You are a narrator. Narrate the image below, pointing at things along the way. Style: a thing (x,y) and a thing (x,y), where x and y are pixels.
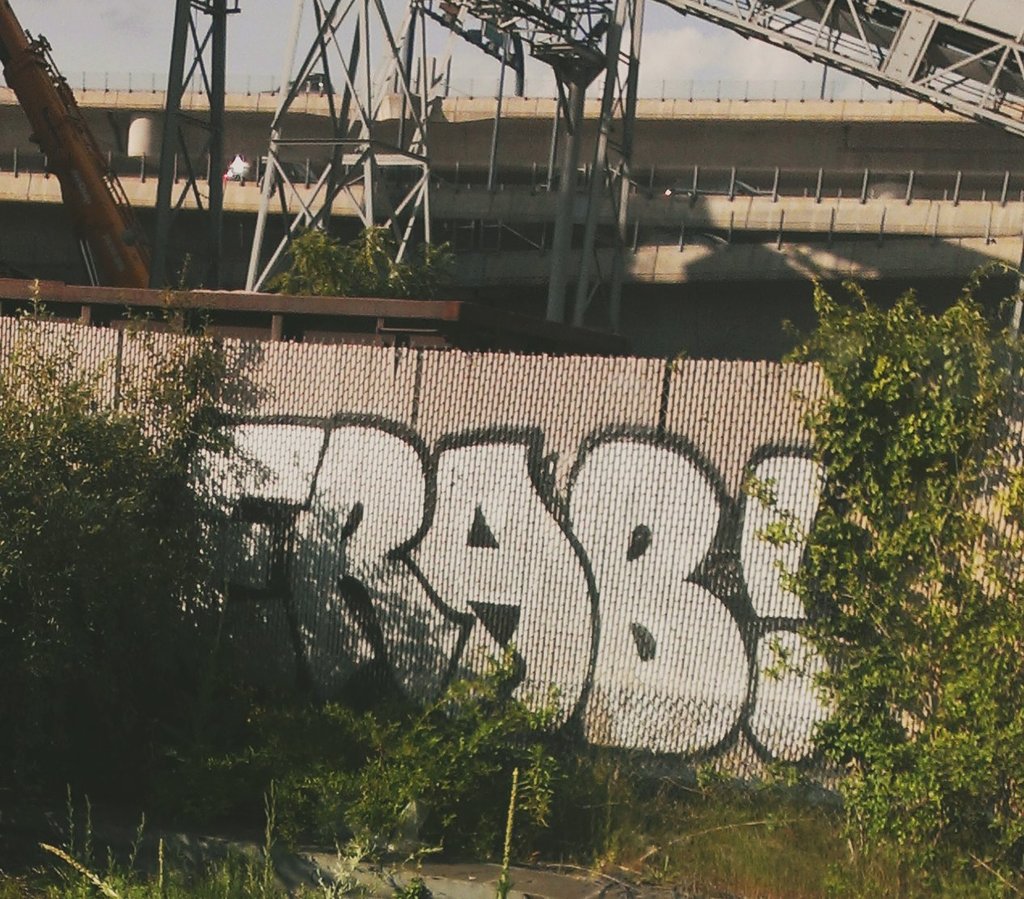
In this image we can see a building (510,248), there are some trees (156,550), towers (551,17), plants (346,803), crane (118,249) and the wall (667,375), in the background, we can see the sky (648,16) with clouds (683,65).
